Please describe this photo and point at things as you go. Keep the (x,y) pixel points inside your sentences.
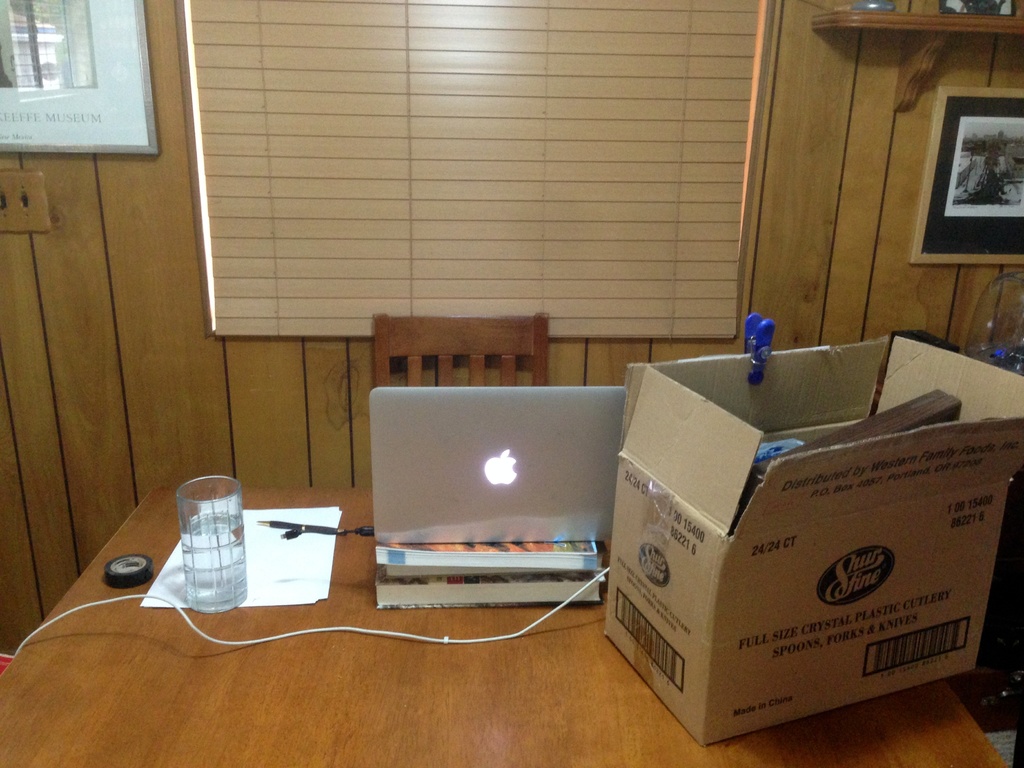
In this image we can see a laptop (496,470), glass (237,538), pens (305,526), papers (292,563), tape (142,571), cardboard box (624,574), books (527,596) and wire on the table (214,626). In the background (582,200) there are chair (443,358), window blinds (447,242), photo frame (58,103) on wall (851,224).
